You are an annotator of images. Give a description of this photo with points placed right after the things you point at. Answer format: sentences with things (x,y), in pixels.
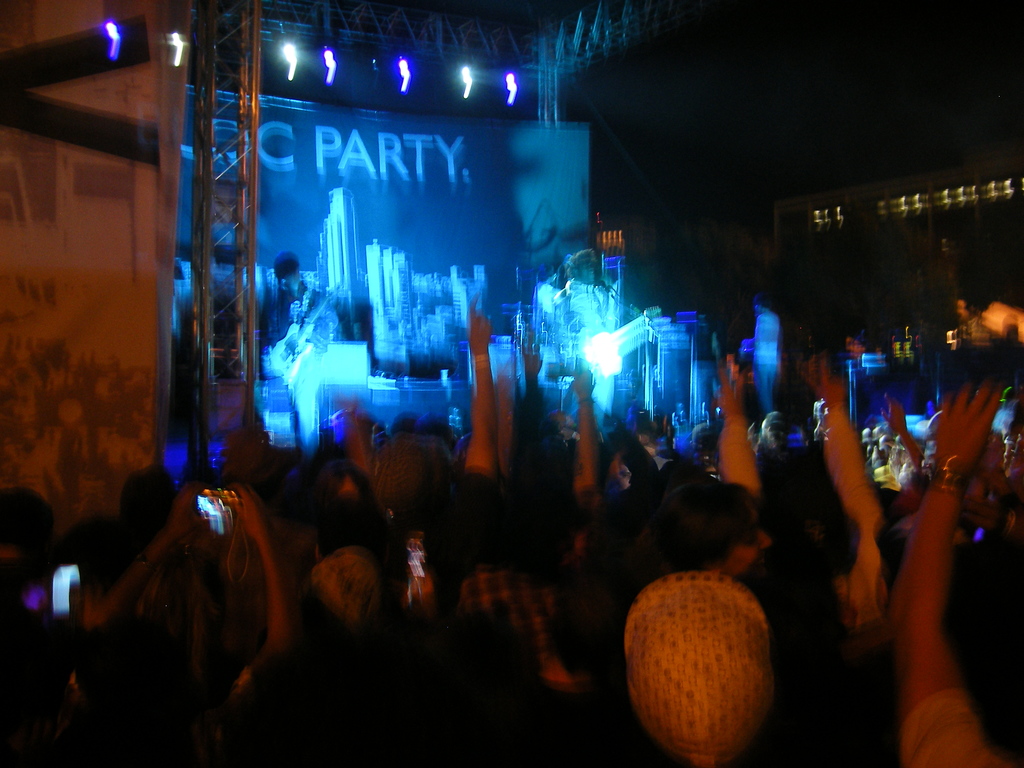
We can see group of people (628,504). Background (833,211) it is blurry and dark and top of the image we can see focusing lights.
